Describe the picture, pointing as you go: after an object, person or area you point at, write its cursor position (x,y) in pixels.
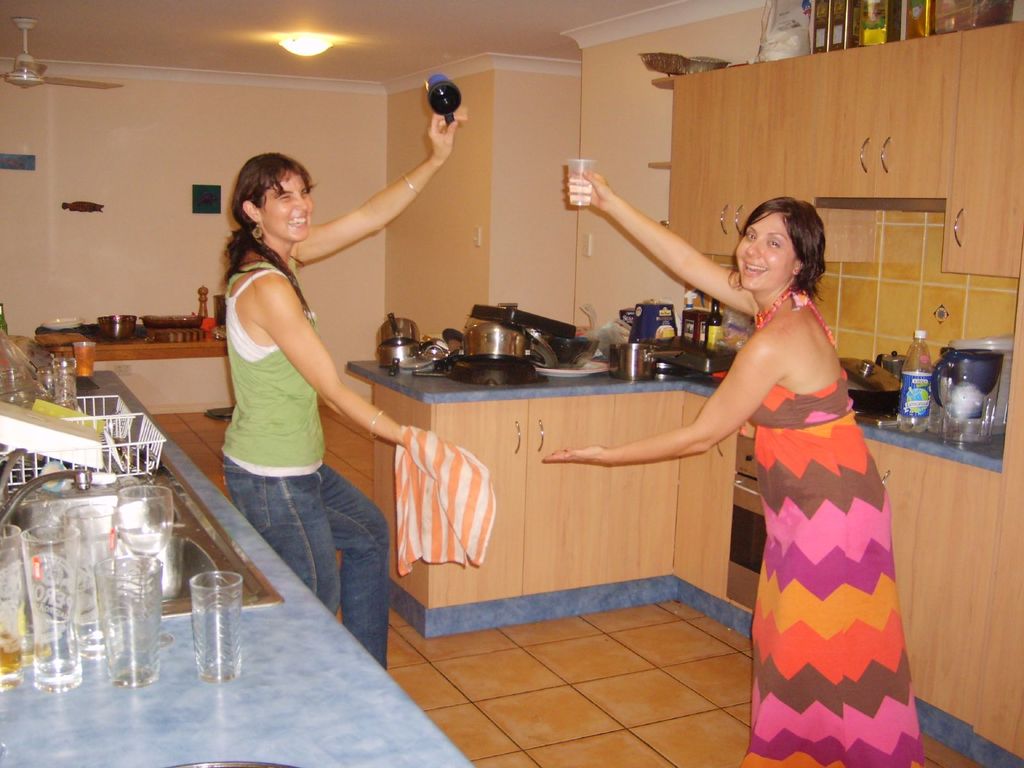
In this image I can see two persons (765,276) holding glasses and on the left side (44,636) there is a bench (166,692), on bench (170,708) glasses (142,518) and trays (33,410) kept on it. In the middle (558,377) there is a kitchen cabinet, on cabinet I can see bowls (566,361) and bottles (911,385) and plates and at the top (452,42) there is a roof (364,64) and light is attached and the wall (69,144) visible in the middle (350,285) and cupboards (710,132) visible in the top right (936,80).
